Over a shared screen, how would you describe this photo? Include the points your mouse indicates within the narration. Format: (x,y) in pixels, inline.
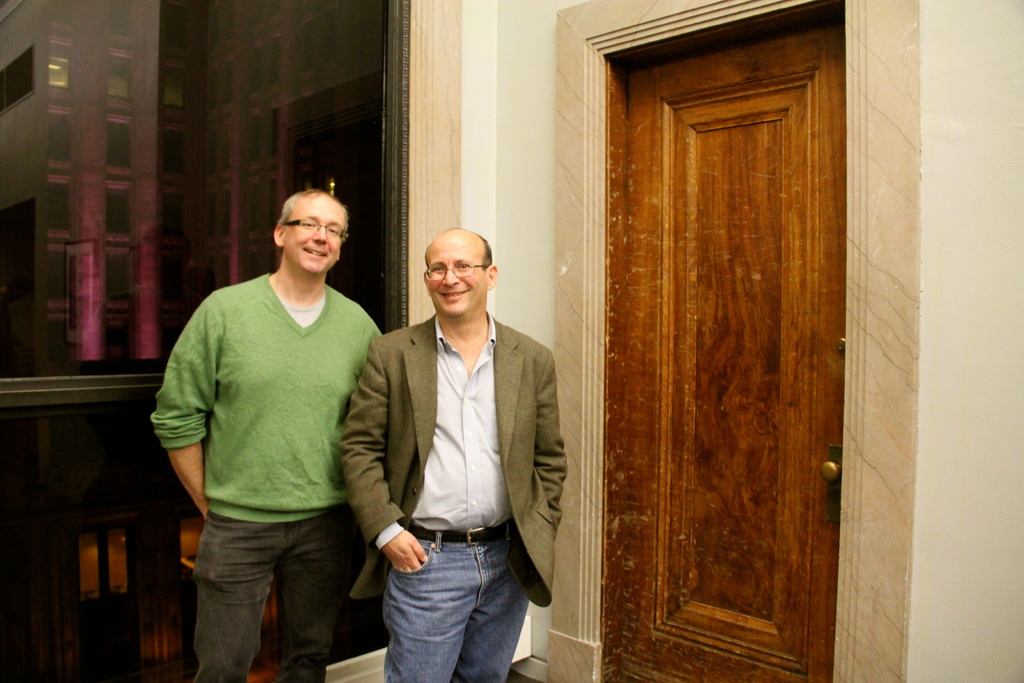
In the center of the image (429,393) we can see persons (357,521) standing on the floor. On the right side of the image (754,680) there is a door (619,642). In the background (343,145) we can see window (155,169) and building (137,172).
